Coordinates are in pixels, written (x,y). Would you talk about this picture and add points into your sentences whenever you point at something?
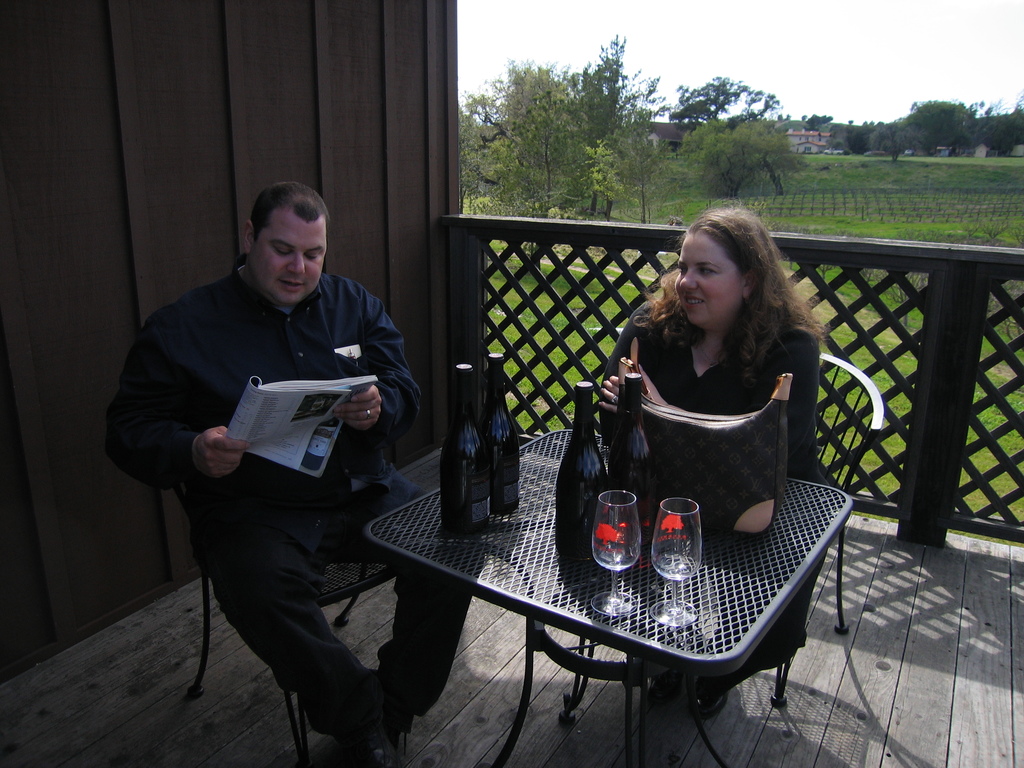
There is a man (308,317) and a woman (721,328) in this picture, sitting in front of a table (510,577) in their chairs (349,583). On table (778,554) there are some wine bottles (493,434), two glasses (681,540) and a bag (728,453) here. There is a railing (574,249) behind them. In the background (540,174) there are some trees (619,151) and a sky (772,48) here.
